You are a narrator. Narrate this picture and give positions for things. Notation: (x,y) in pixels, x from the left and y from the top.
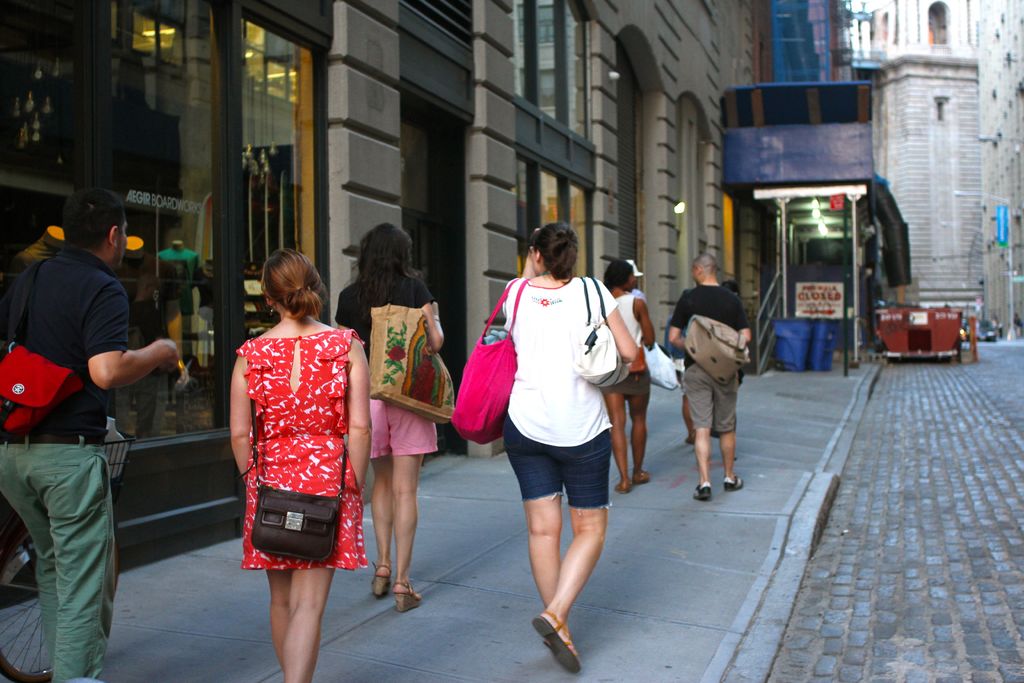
In the image on the footpath (502,513) there are few people (683,351) walking. And they are wearing bags (58,377). In front of them on the left side (243,188) there is a building (677,75) with walls (676,183), glass windows (549,182), arches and glass doors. And also there are railings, steps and there is a poster (812,313) with some text (814,286) on it. In the background (891,135) there are buildings (977,209). And on the right side of the image (971,466) there is a road (971,454).
